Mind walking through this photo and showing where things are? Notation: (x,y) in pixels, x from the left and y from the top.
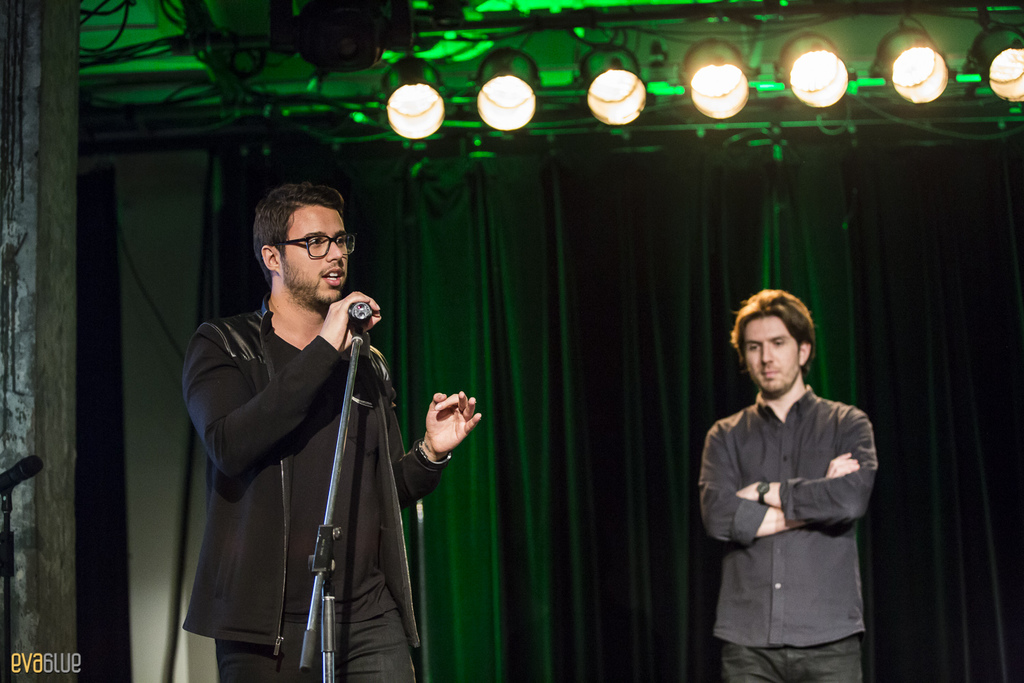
This picture shows two men (258,214) standing and a person (324,195) speaking with the help of a microphone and we see few lights (1023,89).
